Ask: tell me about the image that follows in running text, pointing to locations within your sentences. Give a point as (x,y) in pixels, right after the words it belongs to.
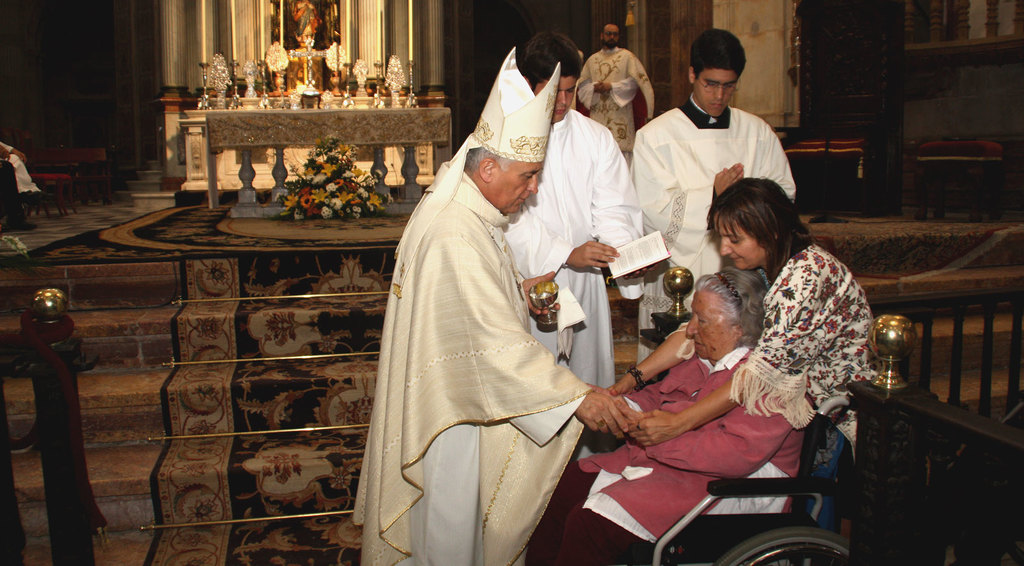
In this image we can see three men (505,401) and two women (712,466). One woman (710,450) is sitting on the wheelchair (727,551), she is wearing pink color dress (678,489) and the other one is wearing white dress (803,307). Men (665,187) are wearing white color dress (545,271) and standing. We can see statues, flowers (342,198), one more man (590,95), pillars (420,13), stairs (126,272), chairs (70,175) and door (849,89) in the background (847,62). We can see carpet (295,386) on the stairs (300,314) and wooden fencing (988,433) on the right side of the image (975,400).
